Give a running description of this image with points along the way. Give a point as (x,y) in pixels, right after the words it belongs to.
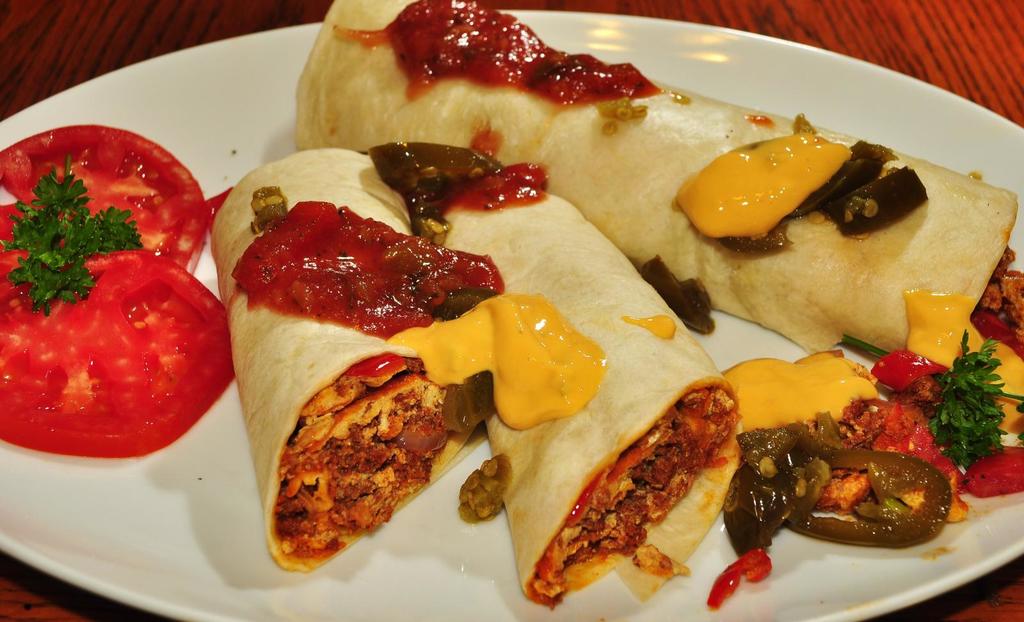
In this picture we can see a plate (381,591), there is some food (667,172) present in this plate (967,113), at the bottom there is a wooden surface (933,30).
